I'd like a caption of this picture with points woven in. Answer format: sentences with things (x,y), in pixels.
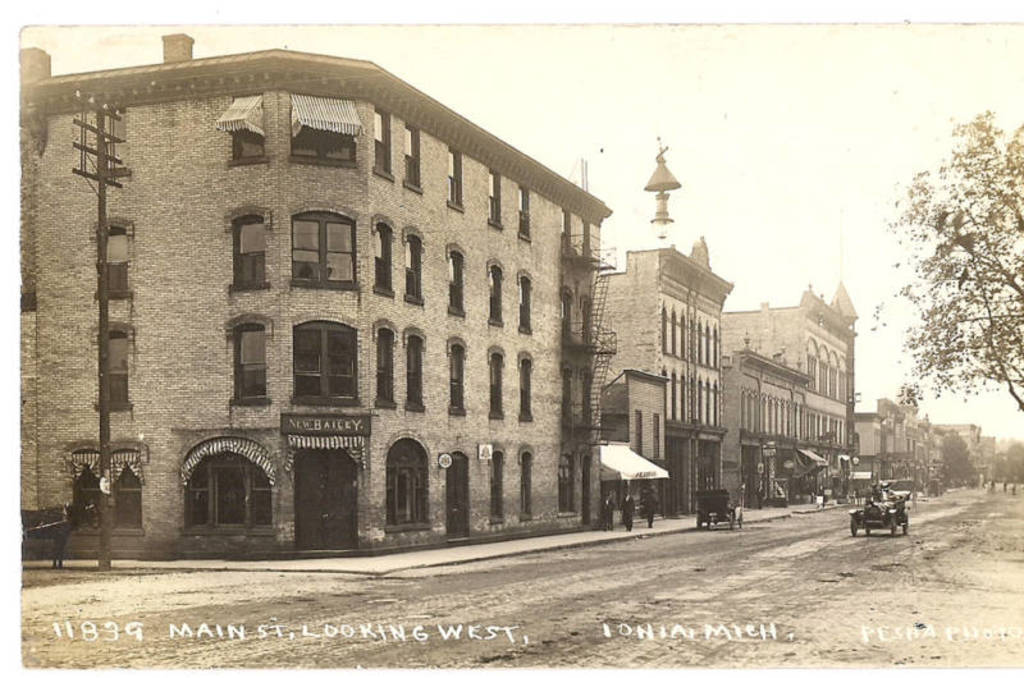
In this image there are buildings (464,380) and there are vehicles (866,506) on the road (959,516) and there are persons (652,511). On the left side (51,540) there is a horse (49,540) and there is a pole (99,342). On the right side (988,310) there is a tree (992,302) and in the background (940,447) there are buildings (905,444) and trees (957,454) and in the front (459,637) on the bottom (466,636) there is some text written on the image.
